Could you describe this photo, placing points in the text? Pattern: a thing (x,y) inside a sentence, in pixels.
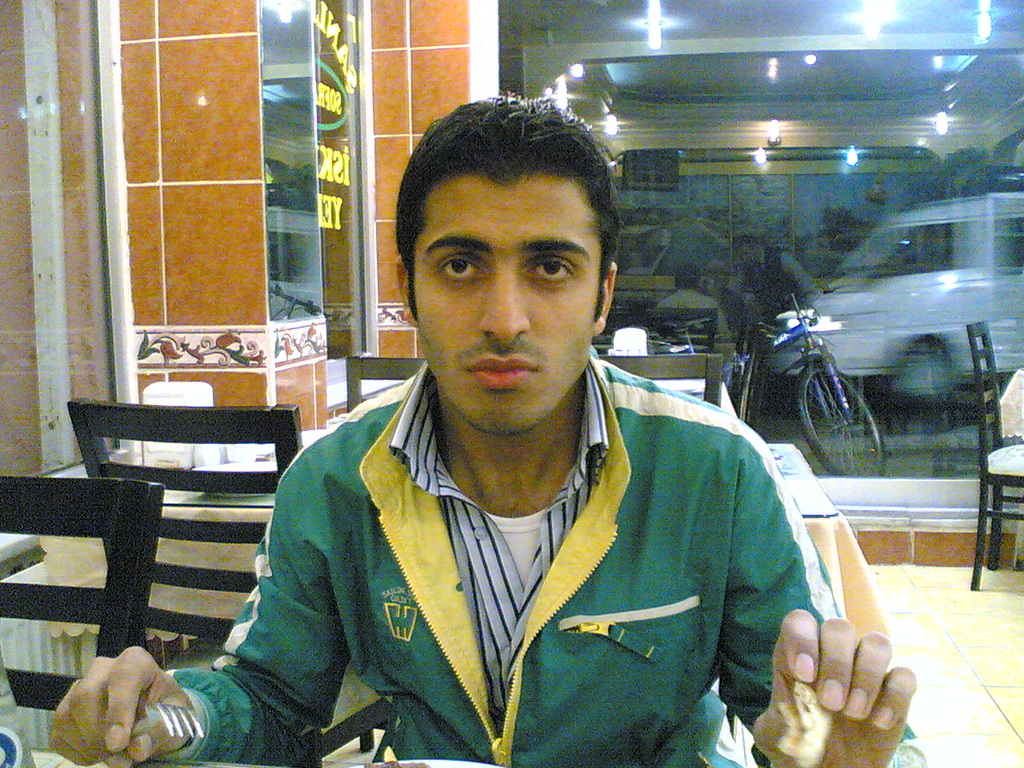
In the picture it looks like there is a person (487,536) sitting in a restaurant (982,702) and behind the person (509,125) there is a glass (802,406), behind the glass window (820,249) there is a cycle (800,327) and a vehicle (896,269). There are some chairs (181,574) and tables (80,565) inside the restaurant (157,579).
